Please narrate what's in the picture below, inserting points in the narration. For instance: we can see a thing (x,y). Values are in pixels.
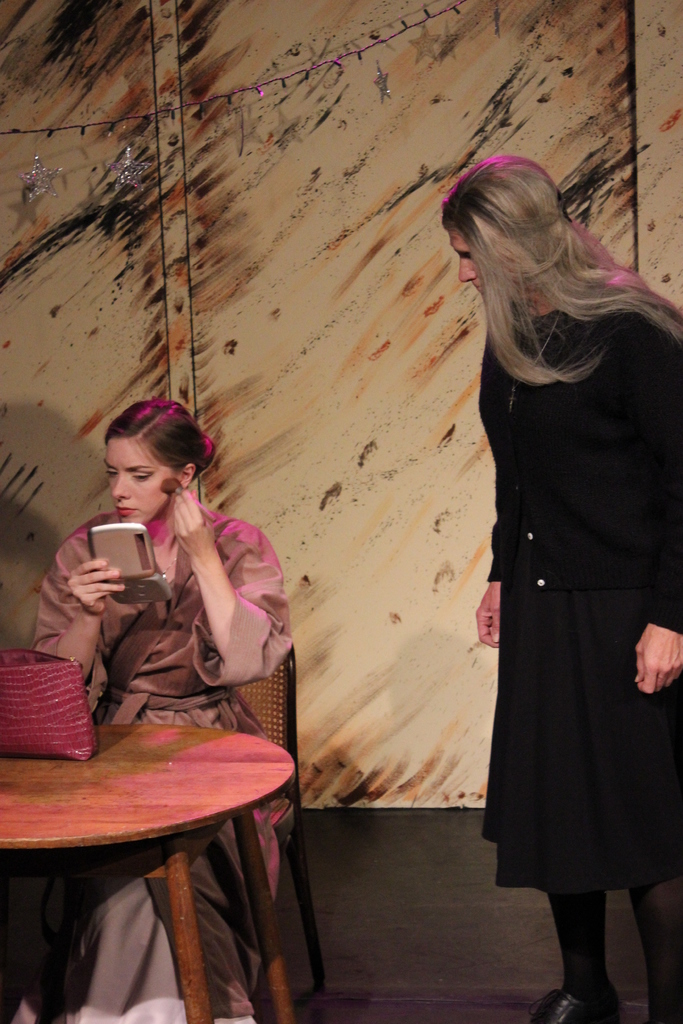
In this picture this person (97,642) sitting on the chair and holding a thing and holding a brush (198,505). This person (516,698) standing. There is a table (121,763). On the table (143,800) we can see a bag (59,680). On the background (281,227) we can see a wall (348,253) and lights (278,88).
